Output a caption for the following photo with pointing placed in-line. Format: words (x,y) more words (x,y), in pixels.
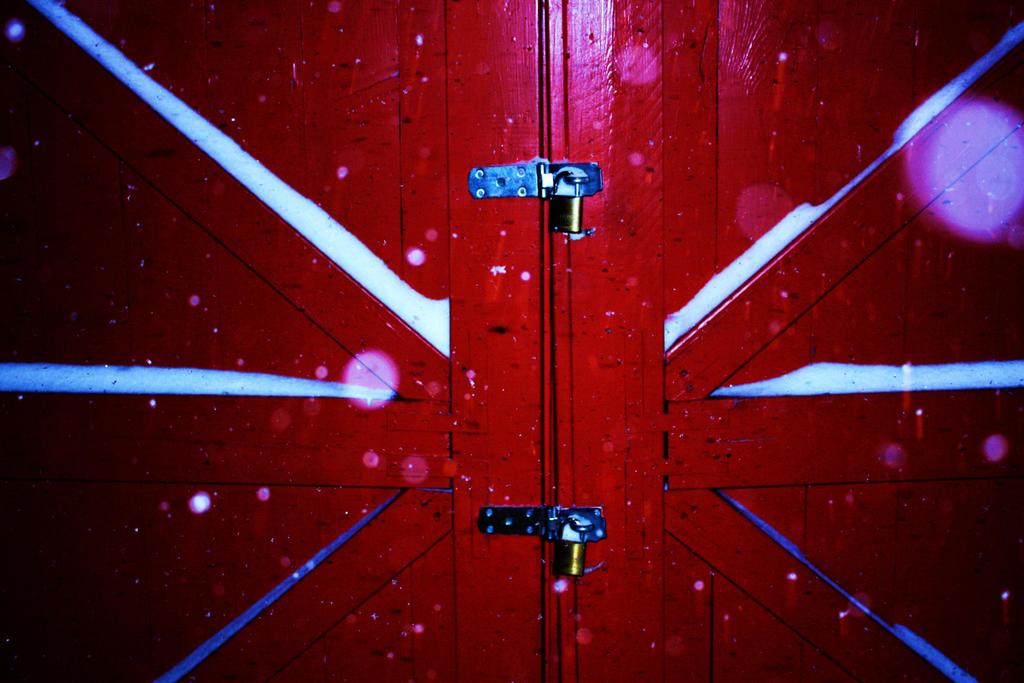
In this image I can see a door (577,356) which is red and white in color. I can see two locks (584,509) to the door (627,207).
